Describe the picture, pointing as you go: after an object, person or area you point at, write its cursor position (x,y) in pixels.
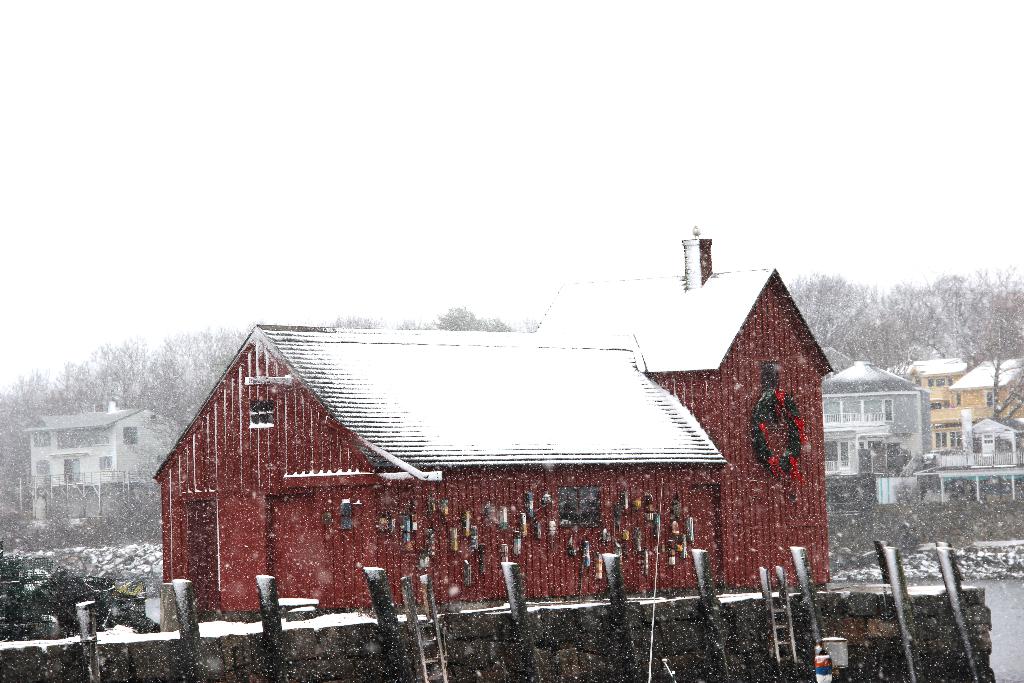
In this picture I can see few buildings (787,441), trees (956,319) and I can see couple of ladders (768,588) and I can see snow (416,433) and looks like water (993,622) at the bottom right corner of the picture (1000,606) and I can see sky (619,137).
